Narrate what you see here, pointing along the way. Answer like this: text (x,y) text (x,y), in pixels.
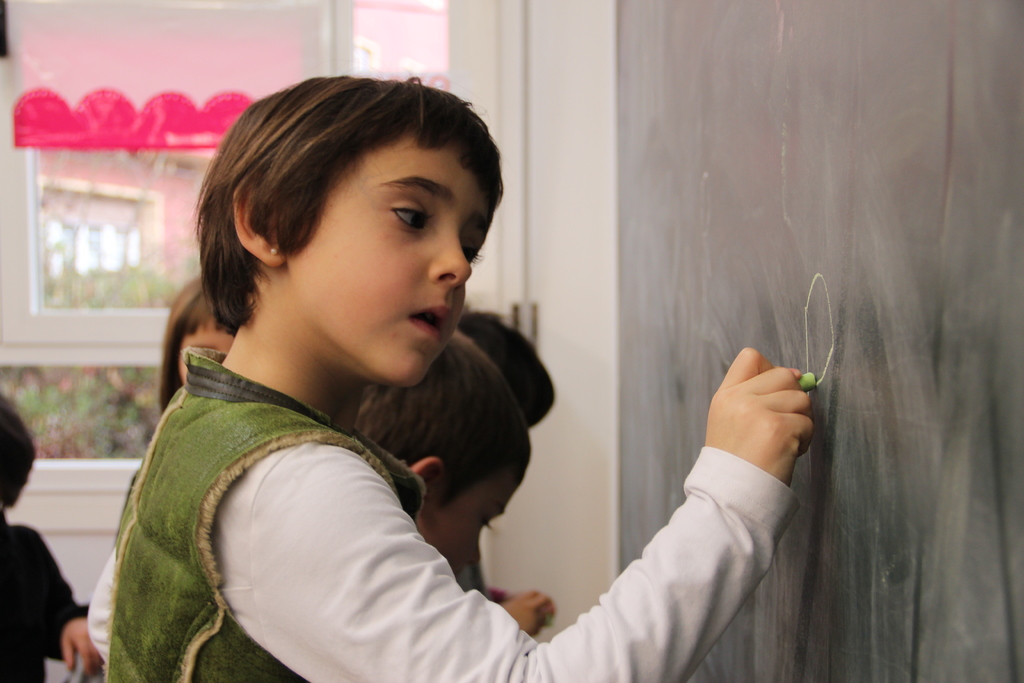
On the left side (240,482), there are children (453,426) in different color dresses (310,560). One of them is holding a piece of chalk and writing on a black color board (843,321), which is on a white color wall (584,140). In the background (151,376), there are plants (184,276) and other objects (101,45).
